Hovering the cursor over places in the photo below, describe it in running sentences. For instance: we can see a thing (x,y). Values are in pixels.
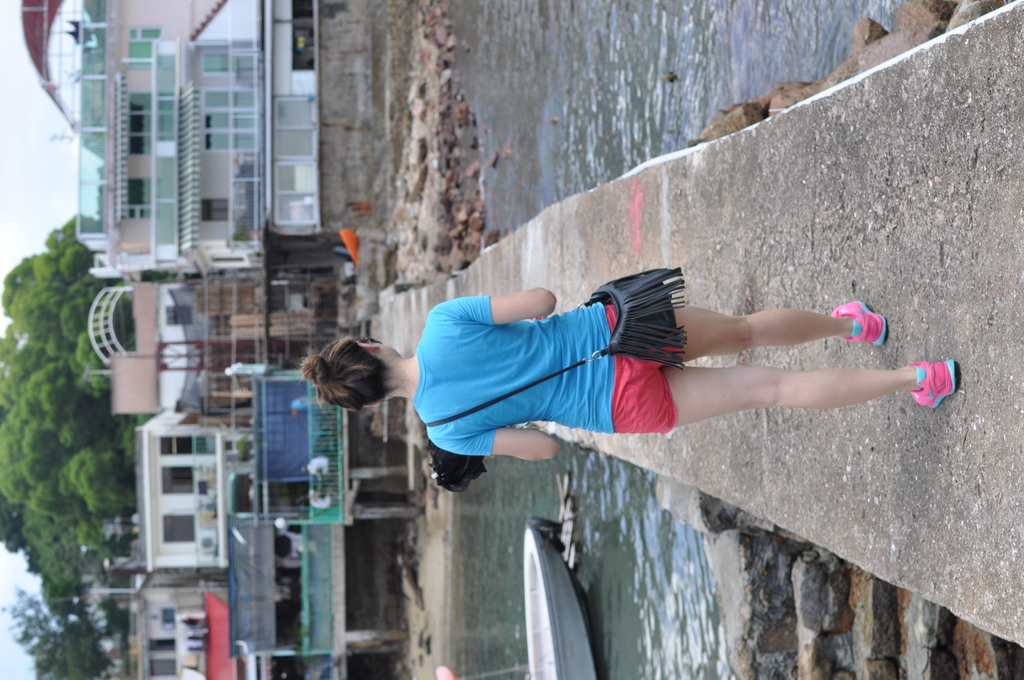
In this image we can see a woman (508,428) walking on the pathway (998,432). We can also see some stones (834,670) and a boat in a water body (639,557). On the backside (211,513) we can see a group of buildings (222,438), trees (86,415) and the sky (26,213) which looks cloudy.
